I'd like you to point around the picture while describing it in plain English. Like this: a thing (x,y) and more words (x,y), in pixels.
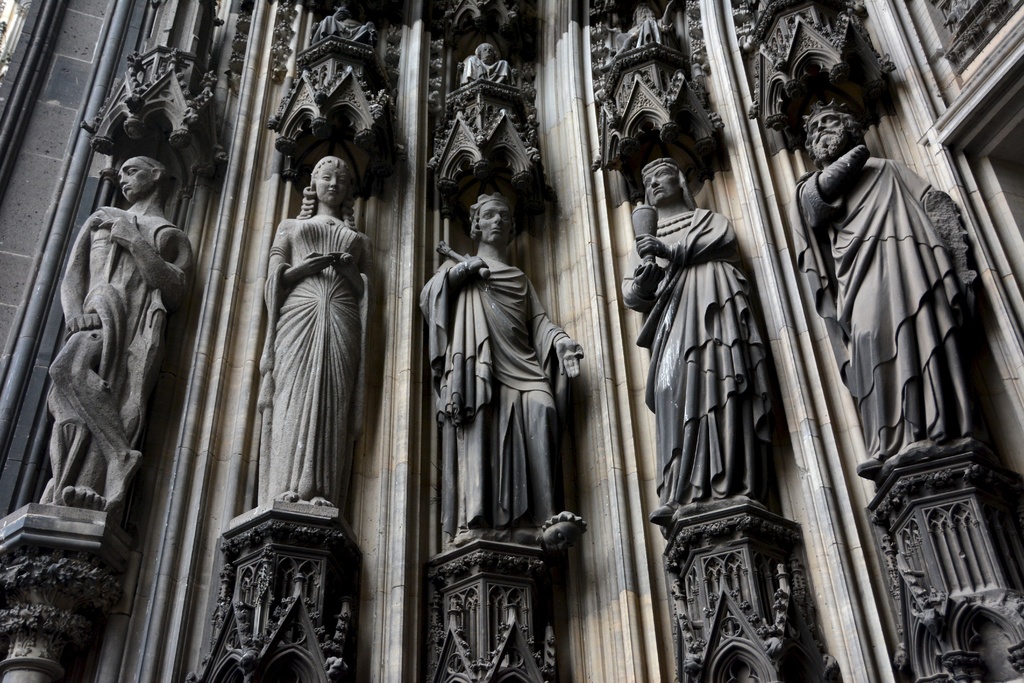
In this image we can see statues (927,196) to the wall (432,237).
